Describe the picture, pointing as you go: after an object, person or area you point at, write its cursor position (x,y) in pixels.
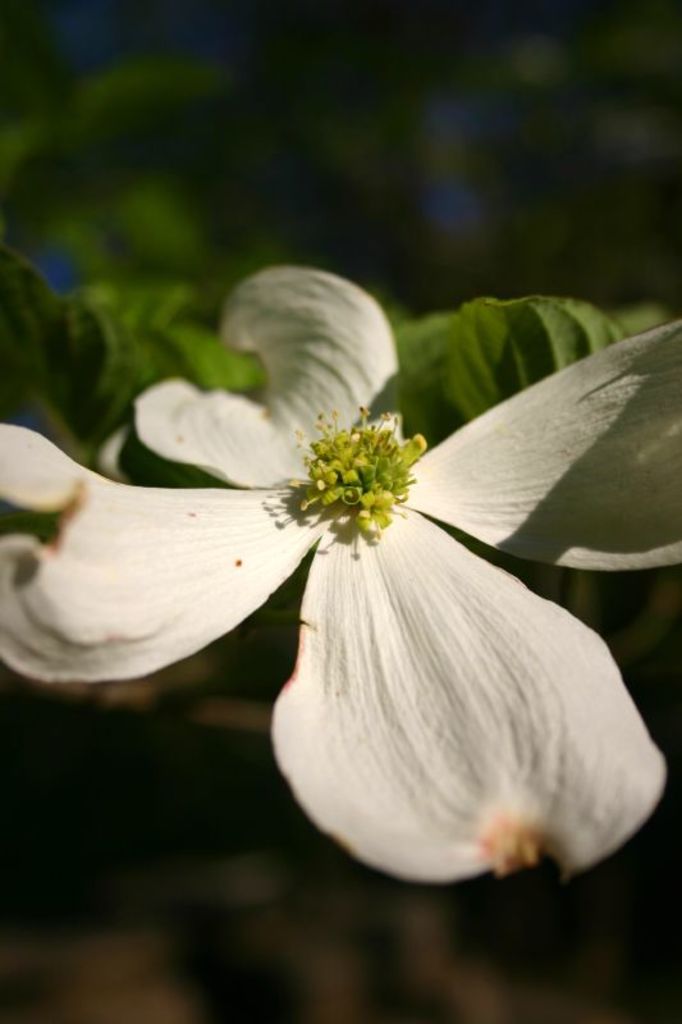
In the image we can see a flower (455,638), white in color. Here we can see the leaves (449,333) and the background (160,160) is blurred.
